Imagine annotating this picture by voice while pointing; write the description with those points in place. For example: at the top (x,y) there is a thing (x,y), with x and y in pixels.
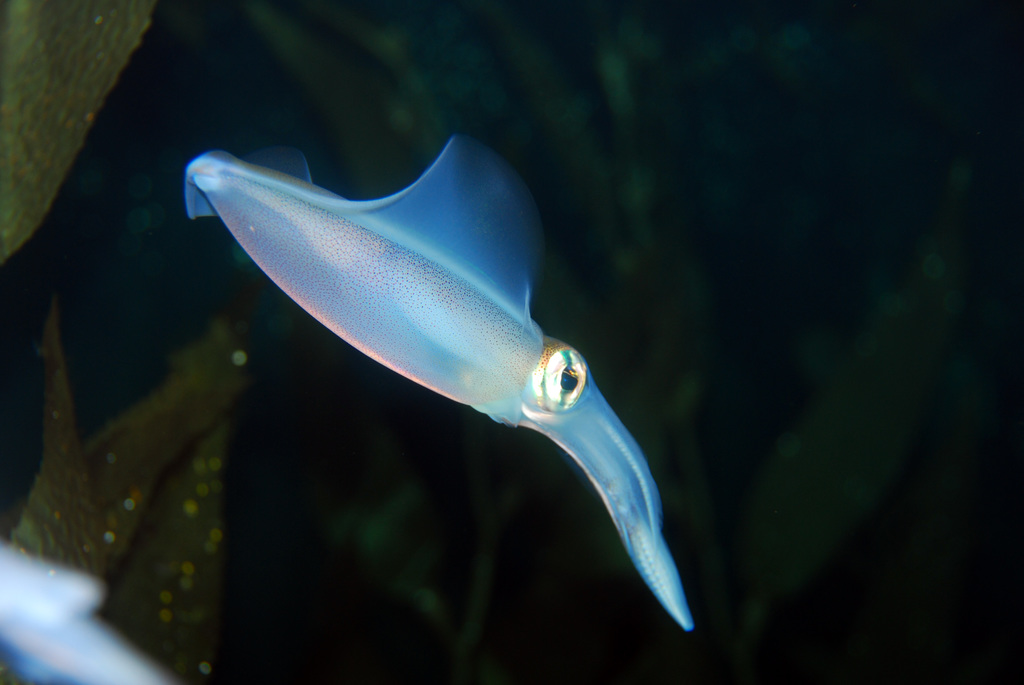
In the image there is a squid (383,277) swimming in the water (554,308) and in the back (76,75) there are aqua plants (99,556).
